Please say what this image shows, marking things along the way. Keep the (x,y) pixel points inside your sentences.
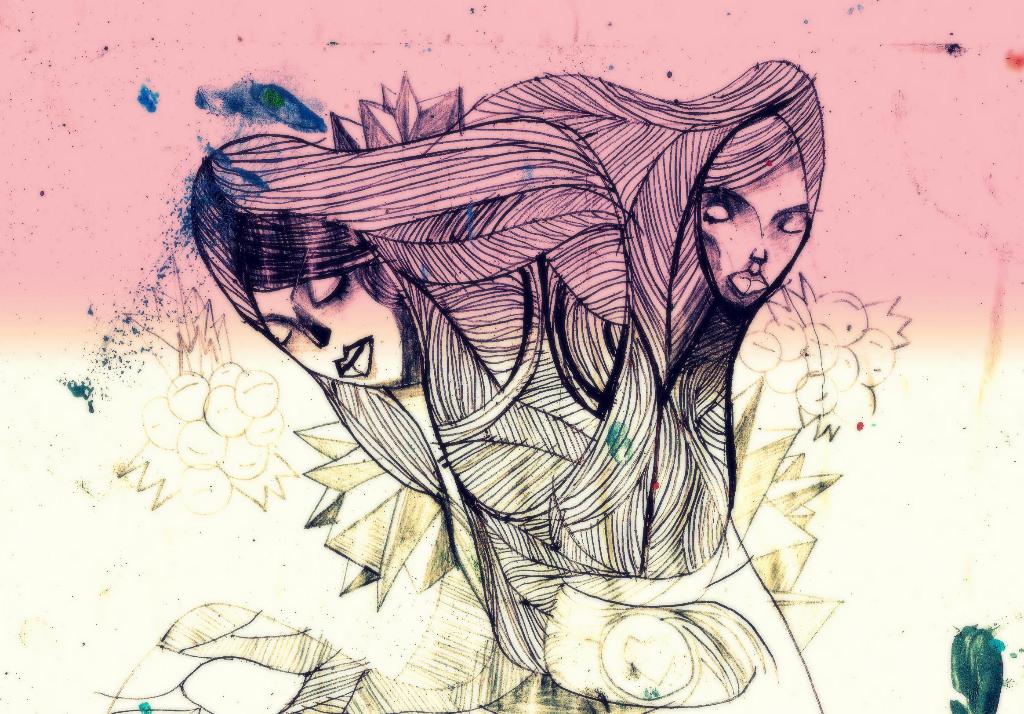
There is a painting (947,190). There are 2 faces (765,182) and the surface (973,134) is pink and cream in color.
